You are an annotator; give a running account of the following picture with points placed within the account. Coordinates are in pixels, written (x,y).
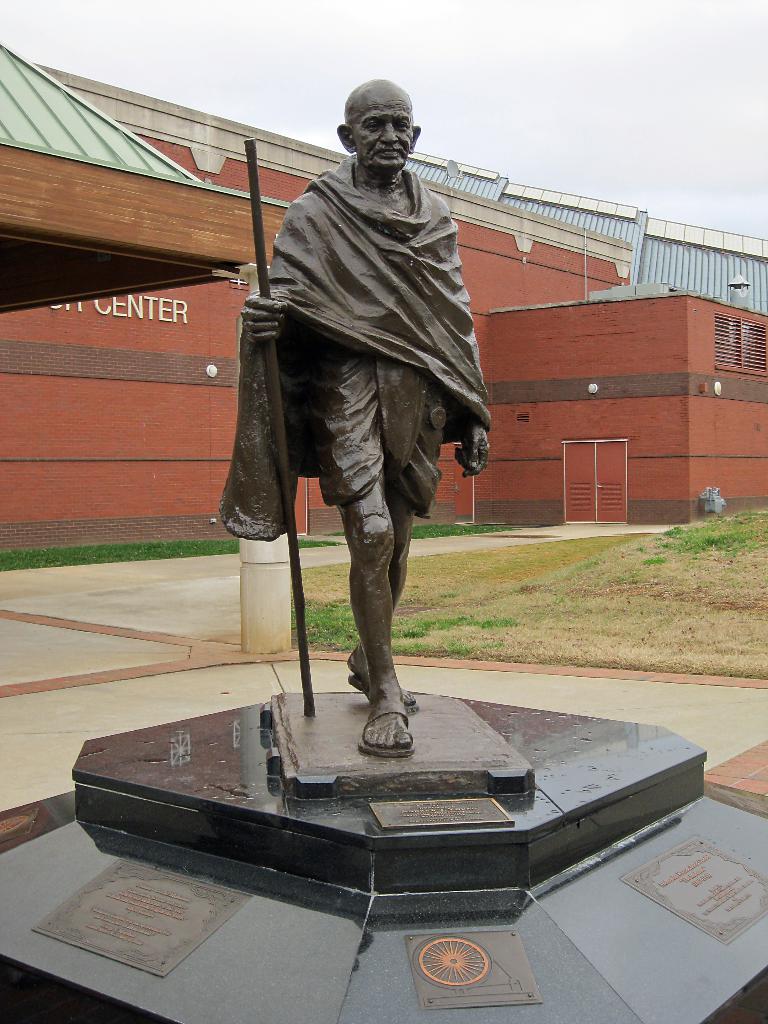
In this image we can see a man statue (393,241). At the bottom of the statue (388,717), plates (98,903) are there with some text (719,890) written on it. Background of the image (635,353), building (507,298) is there. Right side of the image (609,571), grassy land (638,569) is present. At the top of the image (481,66) clouds (312,46) are there.
